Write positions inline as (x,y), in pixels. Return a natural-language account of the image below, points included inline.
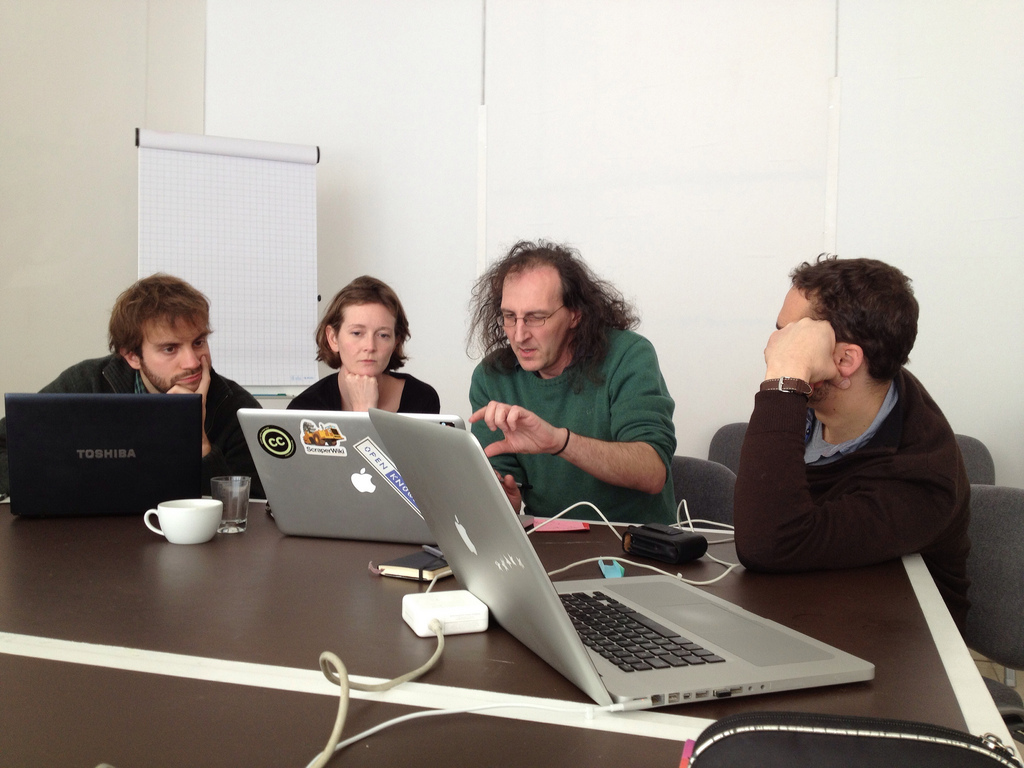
In this image we can see a group of people (810,465) sitting on chairs (982,517). In the foreground (74,448) we can see laptops (543,586), glass (230,511), a cup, a book (398,564) and some cables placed on the table (511,699). In the background (271,250), we can see a board (202,208) and the wall (795,168).
